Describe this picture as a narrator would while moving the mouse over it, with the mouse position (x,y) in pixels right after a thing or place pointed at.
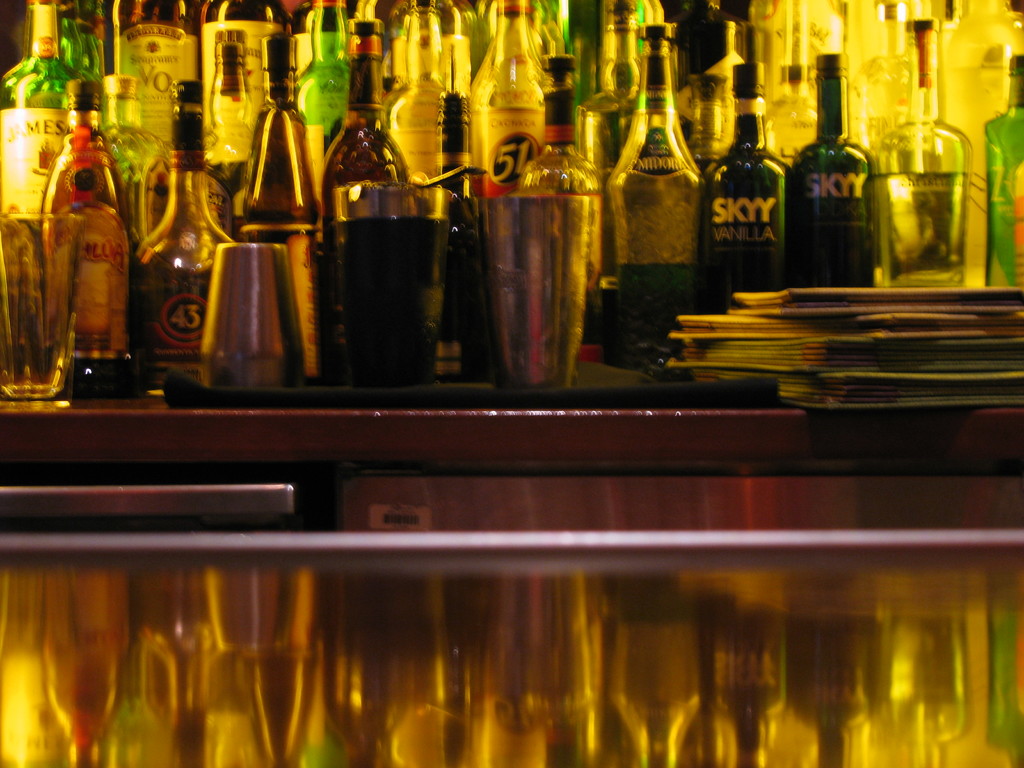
This is the image of the rack (1000,412) where there is a glass (361,377) for mixing the mocktails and at the left side of the glass (401,325) there are 2 wine bottles (106,383) containing of wine (122,375) or a type of syrup (189,118) and at the back ground (707,24) there are group of bottles (750,57), like wine bottles (714,72), liquor bottles (708,52) etc.
